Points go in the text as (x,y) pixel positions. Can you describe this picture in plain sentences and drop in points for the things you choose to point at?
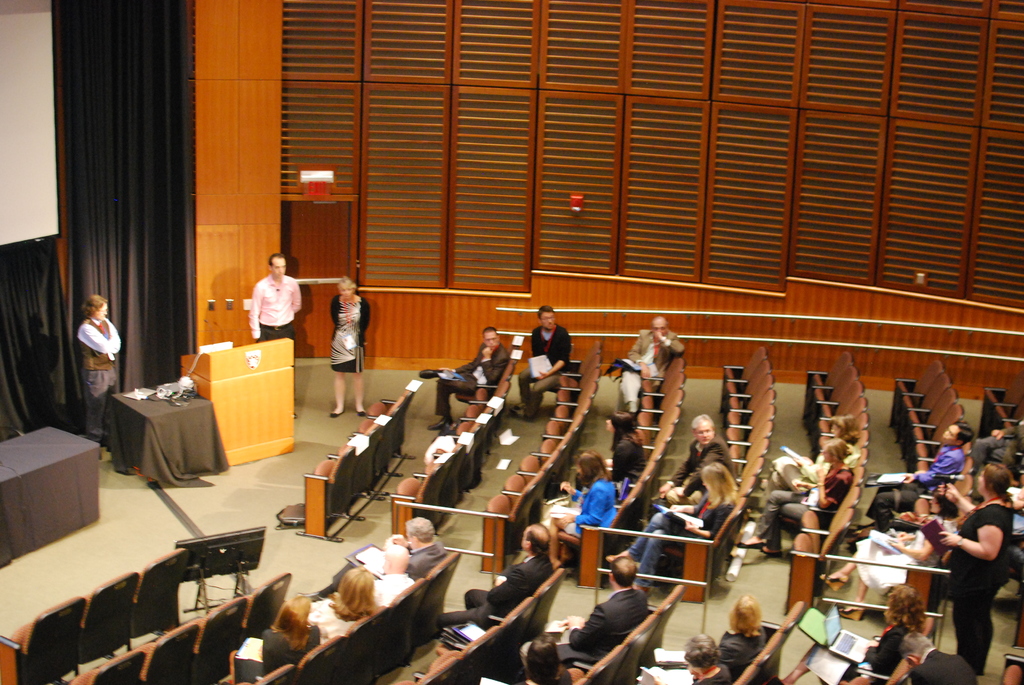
In this picture I can see there are some people (719,651) sitting in the chair (753,455) and there are three people (109,329) standing here and there is a curtain (159,324) and table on to left (122,205).
